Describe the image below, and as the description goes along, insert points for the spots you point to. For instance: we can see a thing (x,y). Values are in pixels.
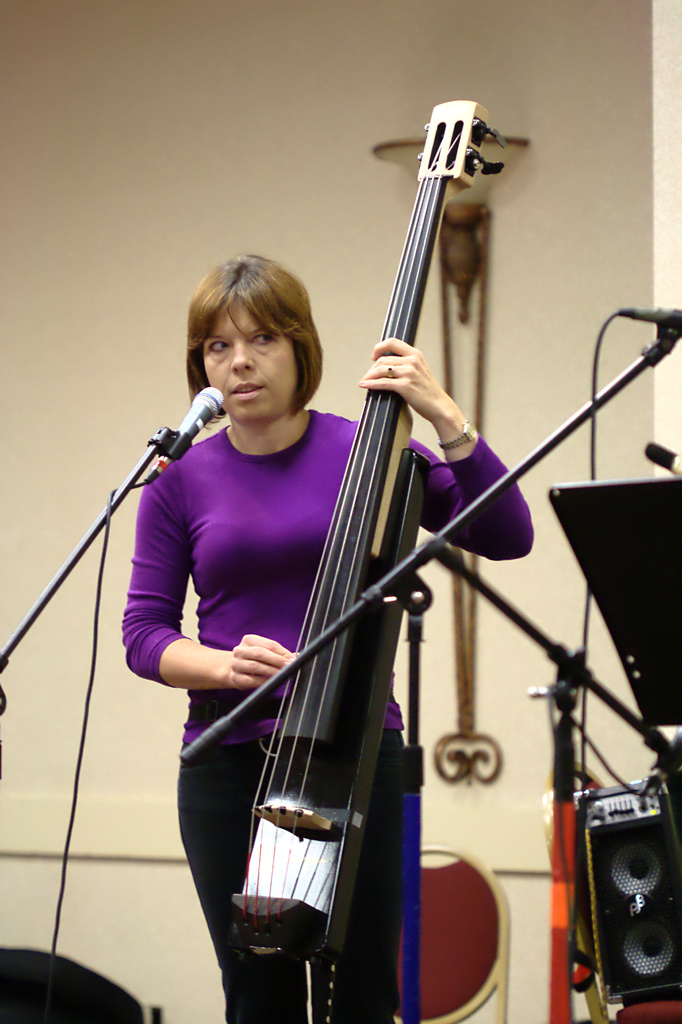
In this image we can see a woman (434,525) holding a musical instrument (385,569) with her hands (385,372). In the background (629,916), we can see microphones (161,466) placed on stands (172,438), speaker (625,798), board (671,556), chair (489,954) placed on the ground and a lamp (482,247) on the wall (505,62).
